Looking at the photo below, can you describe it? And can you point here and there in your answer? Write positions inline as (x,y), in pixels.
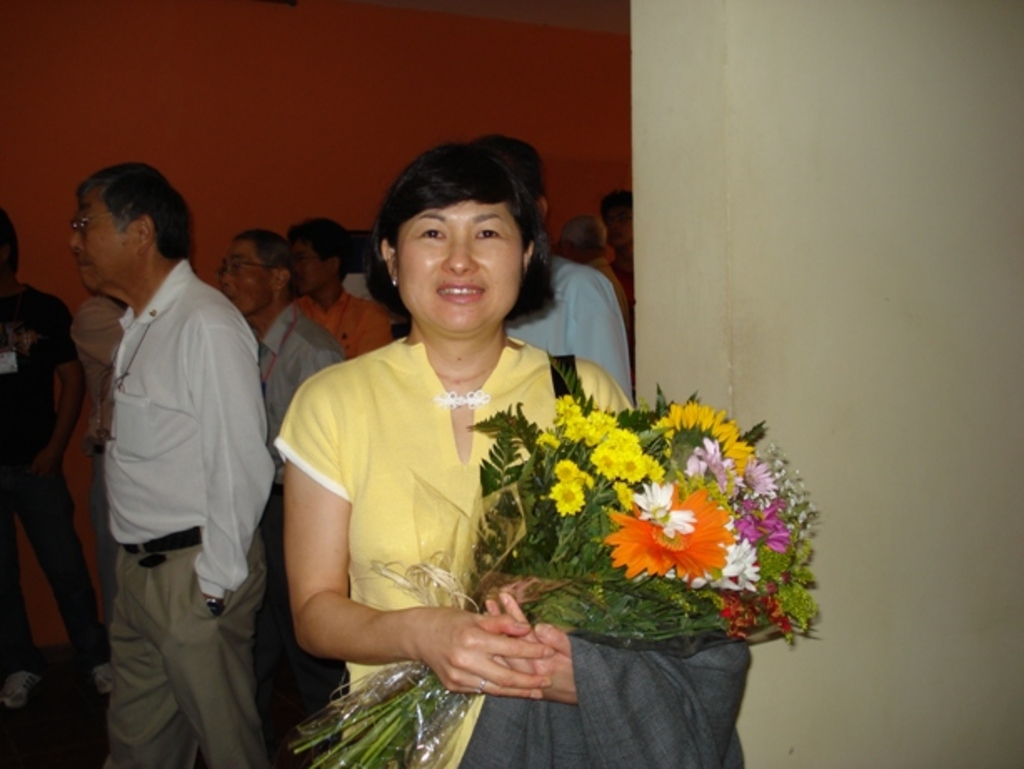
There is a lady (411,396) holding a flower bouquet (584,525) and a coat (627,673). In the background (131,321) there are many people (266,252). Also there is a wall (762,184).
